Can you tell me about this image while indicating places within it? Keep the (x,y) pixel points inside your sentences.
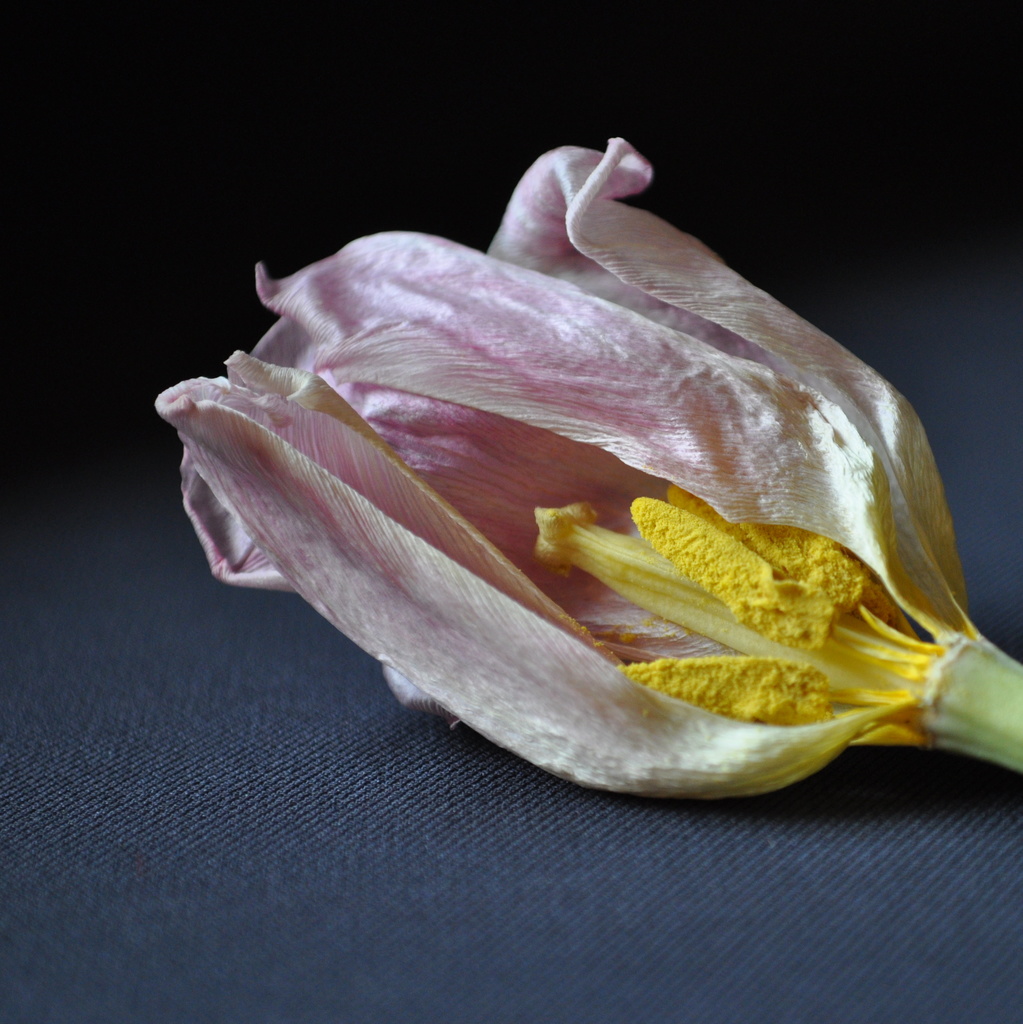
In the image there is a dry pink flower (656,576) with yellow stigma (755,690) on a cloth (738,875).
